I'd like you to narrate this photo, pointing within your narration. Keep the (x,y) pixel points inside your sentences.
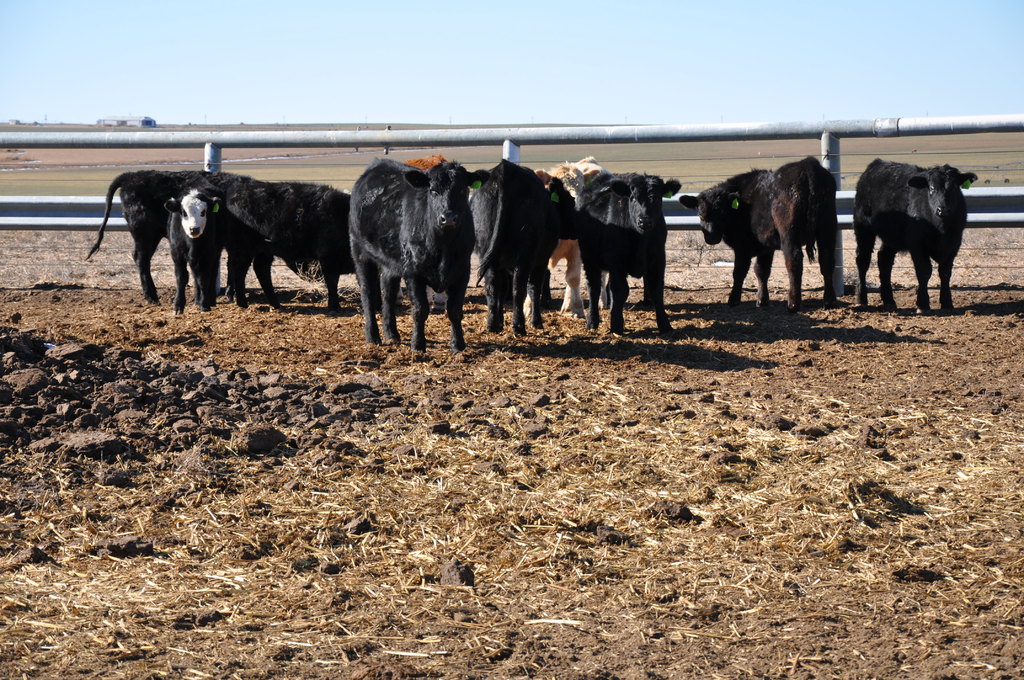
In this picture I can see the soil (432,354) in front (244,352) and I see few animals (321,234) and the fencing (823,127) in the middle of this picture (450,243). In the background (440,98) I see the sky (448,14).
